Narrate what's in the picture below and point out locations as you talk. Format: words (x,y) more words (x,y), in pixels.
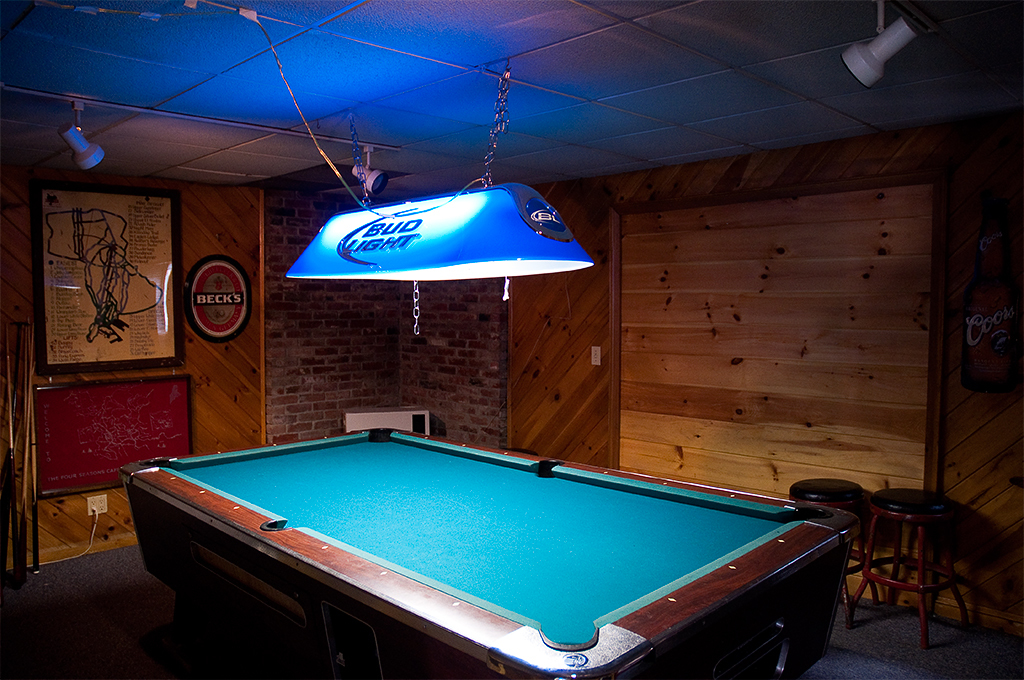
In this image i can see a board (407,484) at the background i can see a wooden wall (245,401) at the top (460,221) there is a light (434,273).
